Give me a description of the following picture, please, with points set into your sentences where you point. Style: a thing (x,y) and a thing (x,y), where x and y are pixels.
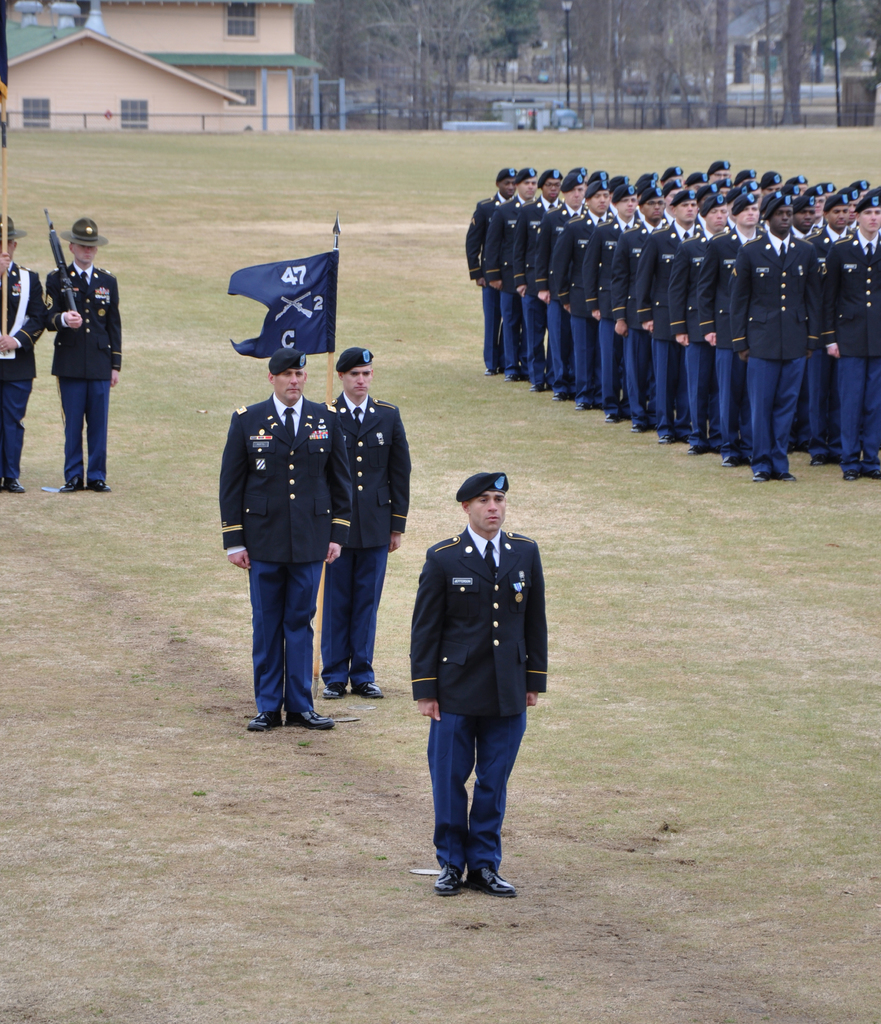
In this image there are group of people (724,298) standing, and one person (358,428) is holding a flag (316,339) and one person (97,328) is holding a gun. At the bottom (614,704) there is grass (718,813), and in the background (399,79) there are some buildings (68,91), poles (836,59) and trees (797,112).
